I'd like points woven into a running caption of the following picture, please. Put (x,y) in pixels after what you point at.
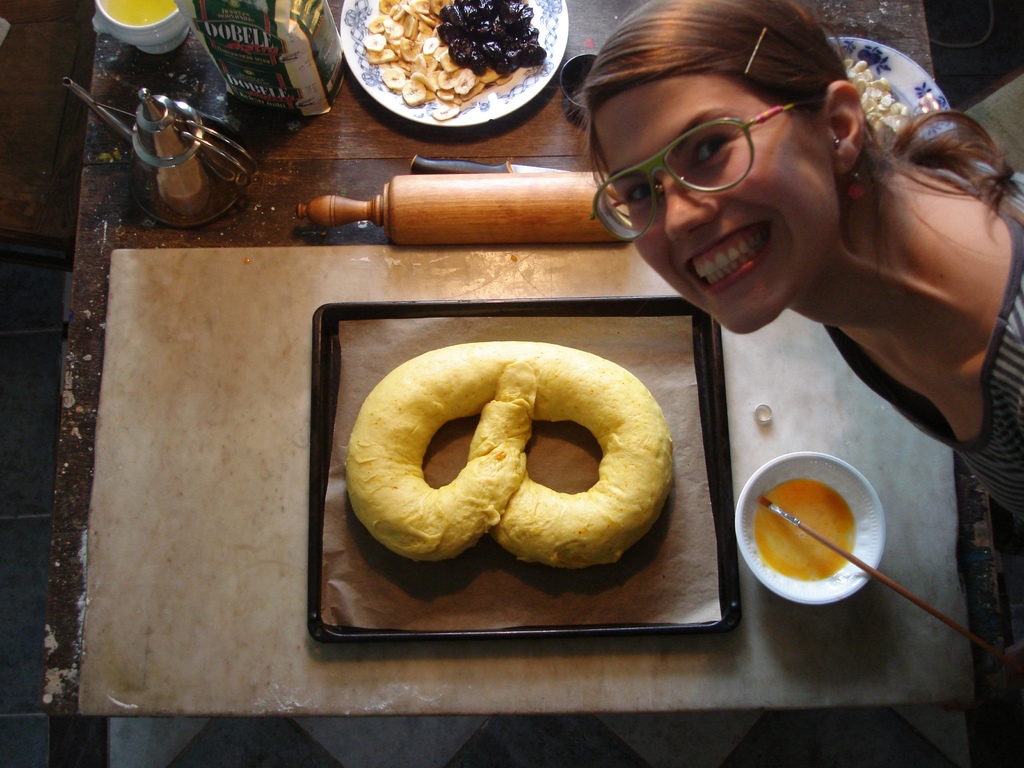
In this picture there is a girl (753,222) with specs (726,181) smiling and giving a pose into the camera. Behind you can see some yellow color food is placed on the tray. Beside there is a brush (877,569) and cup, banana chips (438,108) and some snacks (523,3) in the white plate (540,13). This all is placed on the table top (337,136).
